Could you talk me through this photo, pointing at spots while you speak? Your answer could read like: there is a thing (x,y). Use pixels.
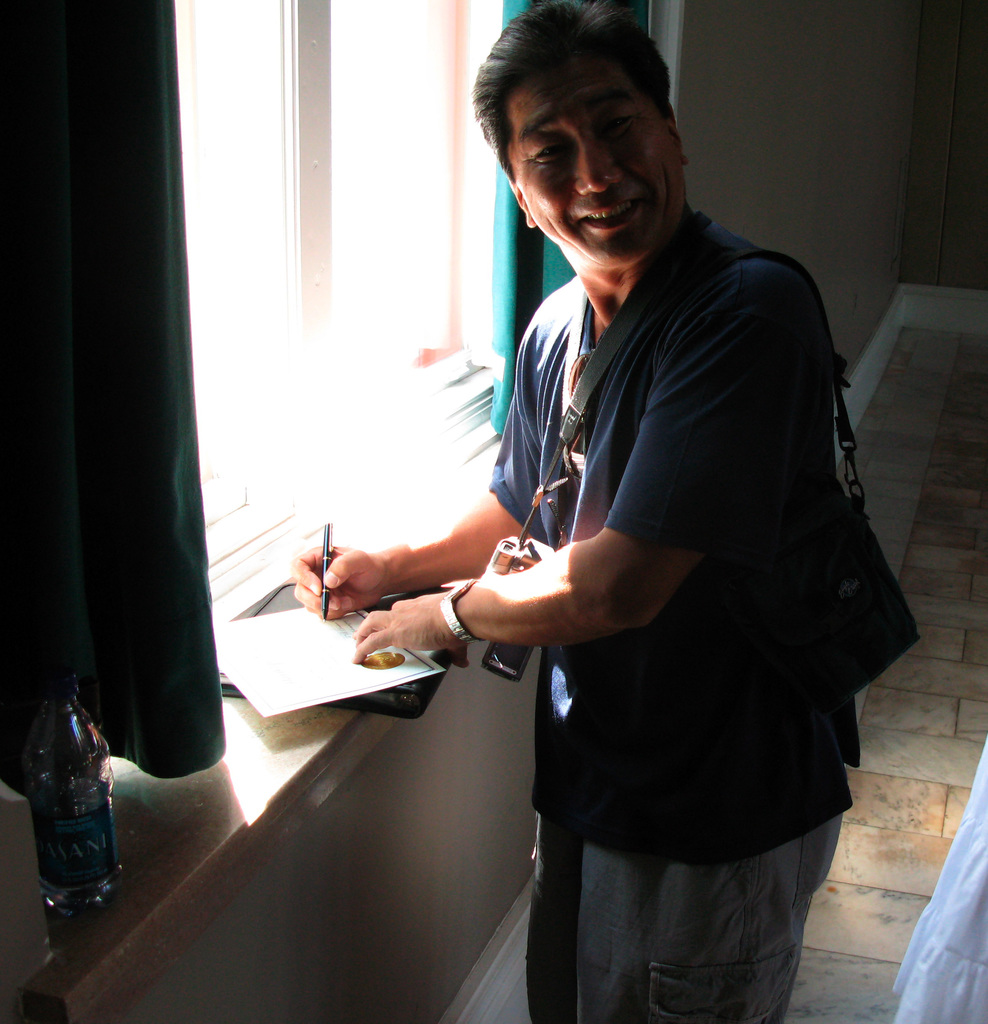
There is a man (619,663) standing and writing on paper (356,620) with pen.
